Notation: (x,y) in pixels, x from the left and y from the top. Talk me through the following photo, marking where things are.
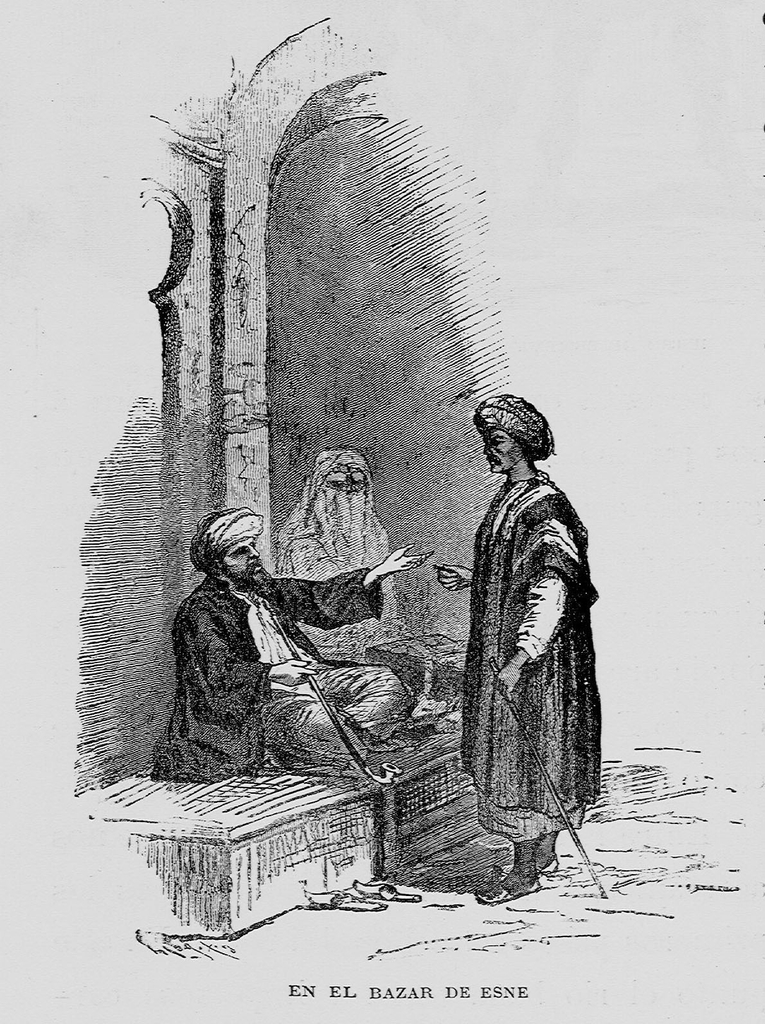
This image is a sketch. In this image we can see people (590,606). At the bottom (483,993) there is text (351,995).
